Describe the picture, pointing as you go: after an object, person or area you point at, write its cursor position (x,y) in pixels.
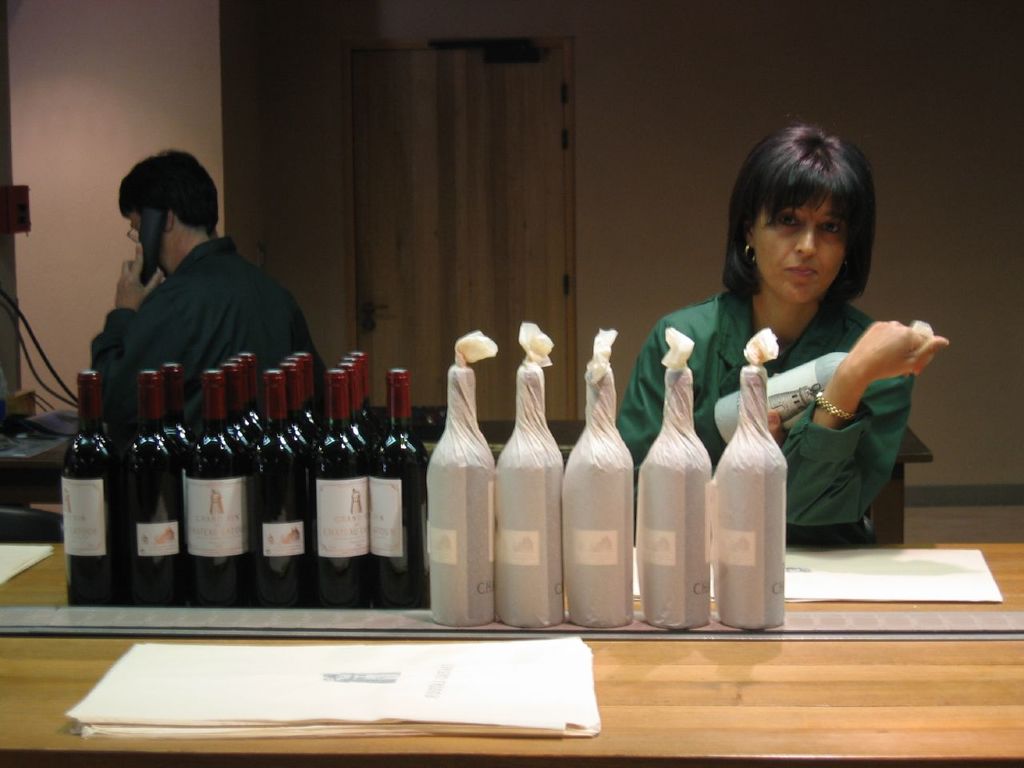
In this image we can see two persons (738,263). One person (194,276) Is holding a phone (151,243) in his hand (142,295). A woman (695,345) is holding a bottle (802,400) in her hand (847,403) and standing in front of a table (742,647) on which group of bottles (459,525), papers (148,661) are placed.
